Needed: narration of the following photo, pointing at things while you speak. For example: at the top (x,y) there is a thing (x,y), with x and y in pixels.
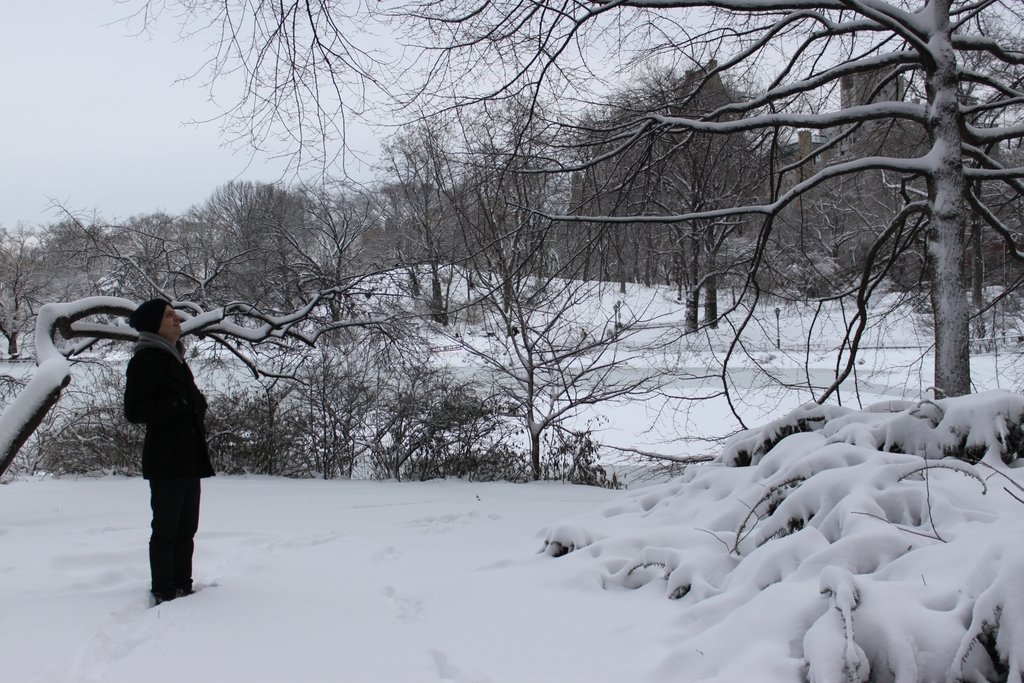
In this image a person (188,570) wearing a cap (139,312) is standing on the land (349,583) which is covered with the snow (631,533). Background (476,463) there are plants (490,454) and trees (40,280). Top of the image (275,130) there is sky (366,129).
